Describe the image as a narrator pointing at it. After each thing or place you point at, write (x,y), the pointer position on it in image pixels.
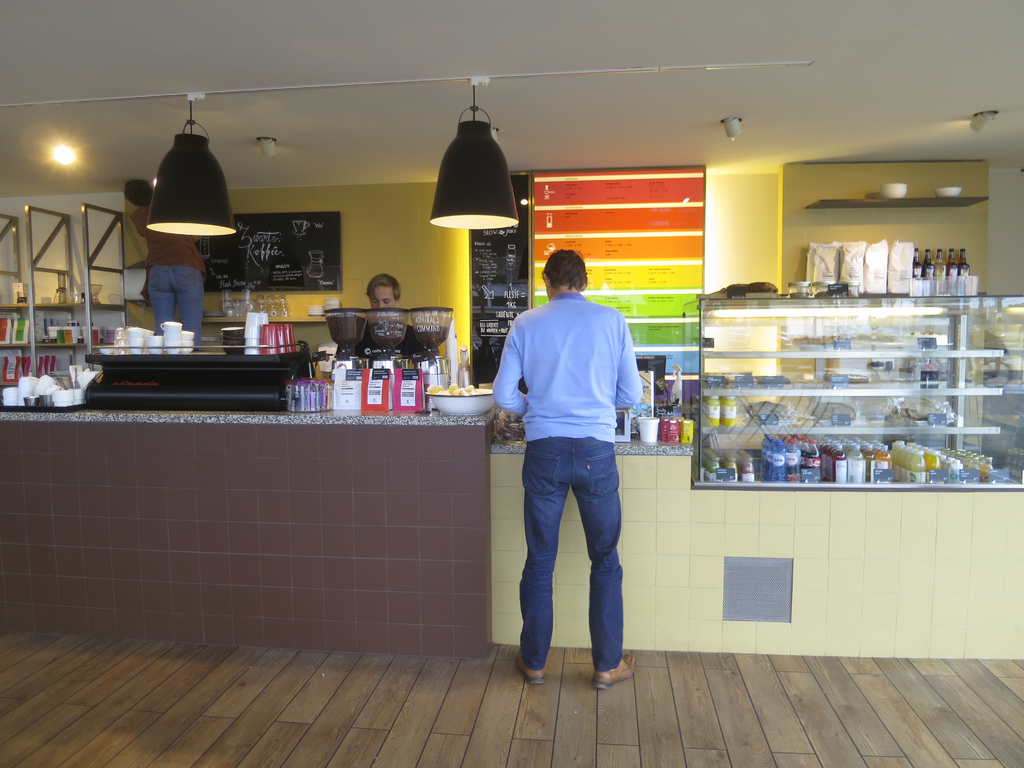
In the picture I can see 3 people (530,445) among them the person (542,430) who is standing in front of the image is wearing blue color clothes (552,380) and shoes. I can also see bottles (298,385), glasses (938,292), cups (56,383) and some other objects (475,408) on a platform (295,438). In the background (349,283) I can see lights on the ceiling (312,42), wall (406,238) which are some objects (563,232) attached to it and some other objects (907,269) on shelf (846,395).
